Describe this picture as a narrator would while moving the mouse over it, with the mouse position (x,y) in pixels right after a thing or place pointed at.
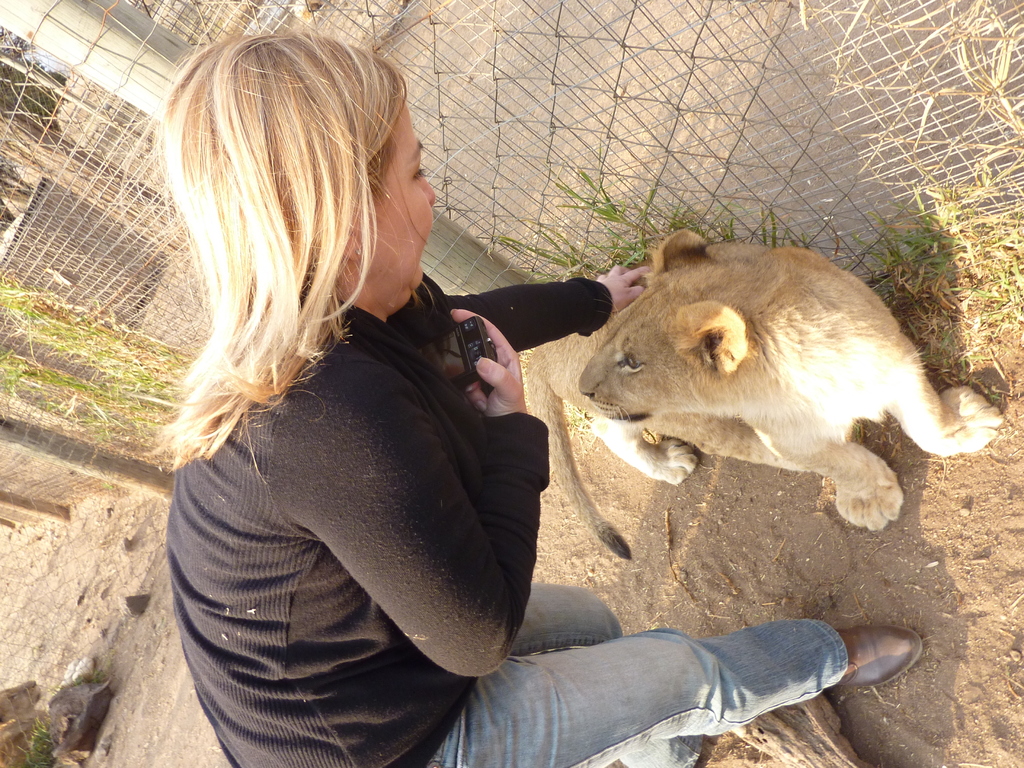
In this image we can see an animal (701,295) on the ground (975,539). One woman (352,522) is holding a camera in her hand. In the background (106,206), we can see a fence (67,244), pole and some plants (39,738).
